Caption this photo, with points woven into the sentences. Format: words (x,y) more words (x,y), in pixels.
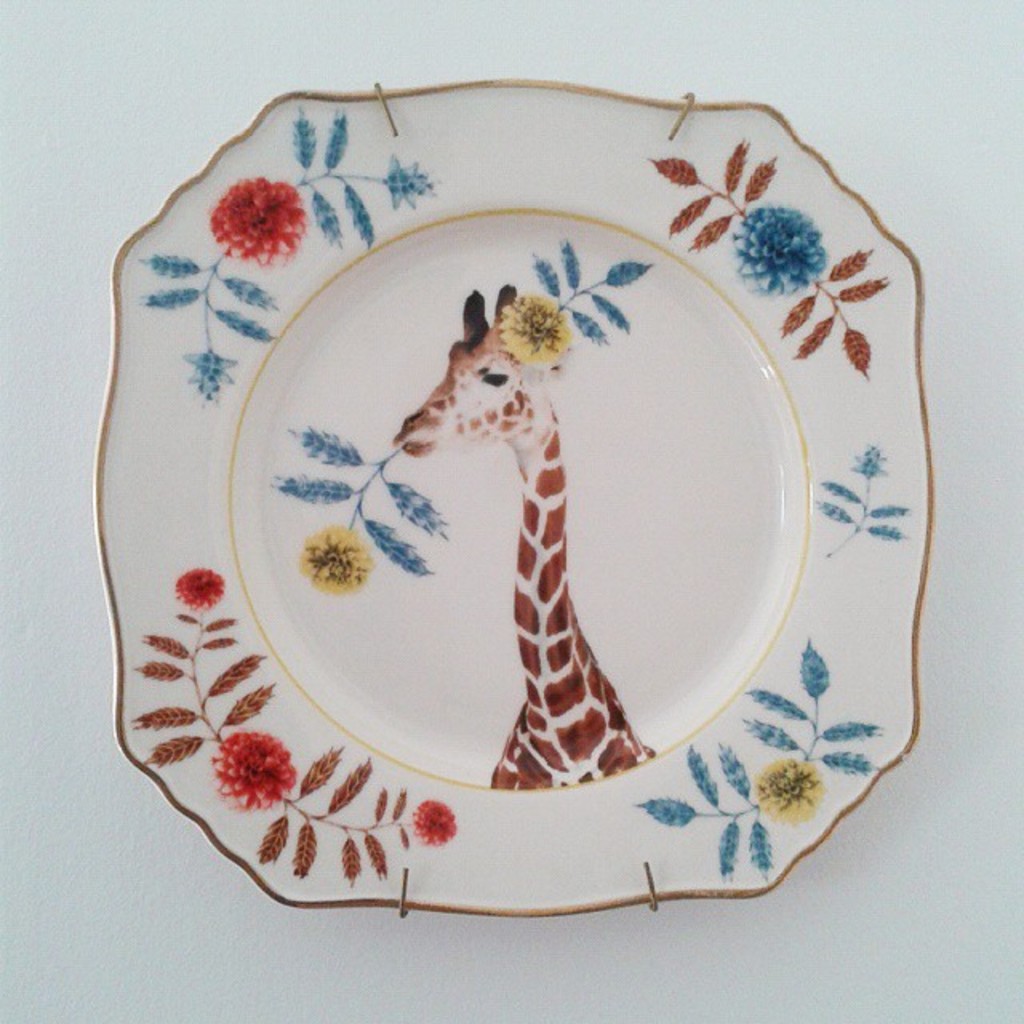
In this image I can see a plate (182,594) which is in white color, on the plate (311,639) I can see a giraffe (567,631) which is in white and brown color and I can see white color background (818,18).
